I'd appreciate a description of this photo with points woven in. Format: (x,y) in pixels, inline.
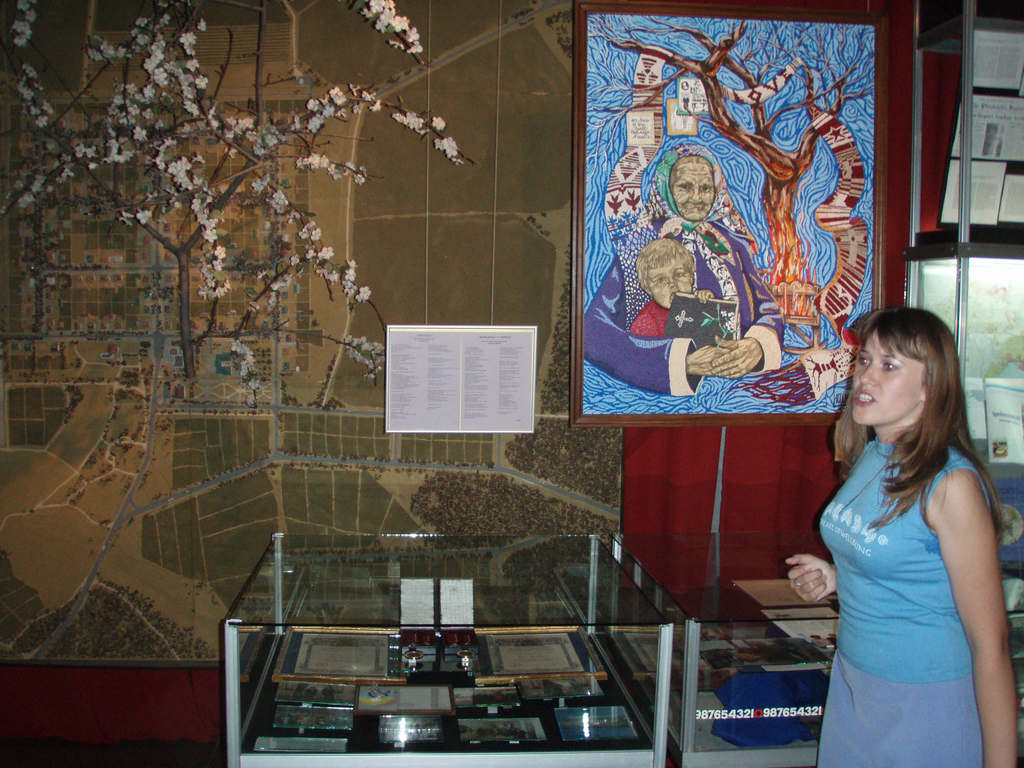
In the image on the right side (886,575) there is a lady (922,562) standing. Behind her there are glass tables (638,715) with many objects (528,695) in it. In the background (404,486) on the wall (228,137) there is a wallpaper (290,358) and also there is a frame (776,146) with painting (750,257). And also there are papers (450,379) with text (497,358) on it. Beside the frame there is a cupboard (964,52) with many racks (1013,264) and there are some other things (991,305).
